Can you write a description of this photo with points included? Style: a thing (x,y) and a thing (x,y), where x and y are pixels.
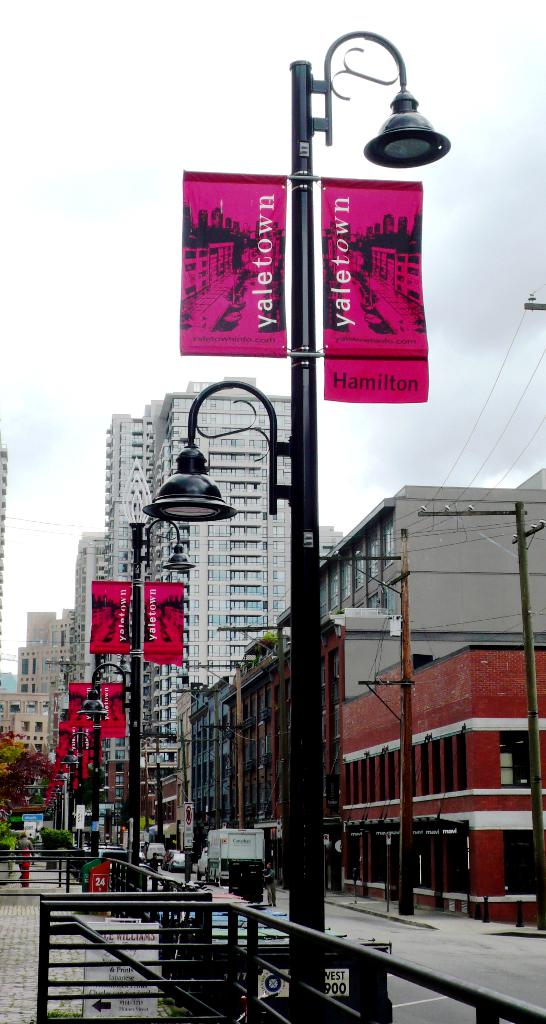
In this image in front (176,998) there is a metal fence (234,906). There are street lights (208,489), banners (280,282), current poles (448,515). In the center of the image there is a road (478,945). In the background of the image (356,711) there are trees (51,777), buildings (289,609) and sky (461,207).
